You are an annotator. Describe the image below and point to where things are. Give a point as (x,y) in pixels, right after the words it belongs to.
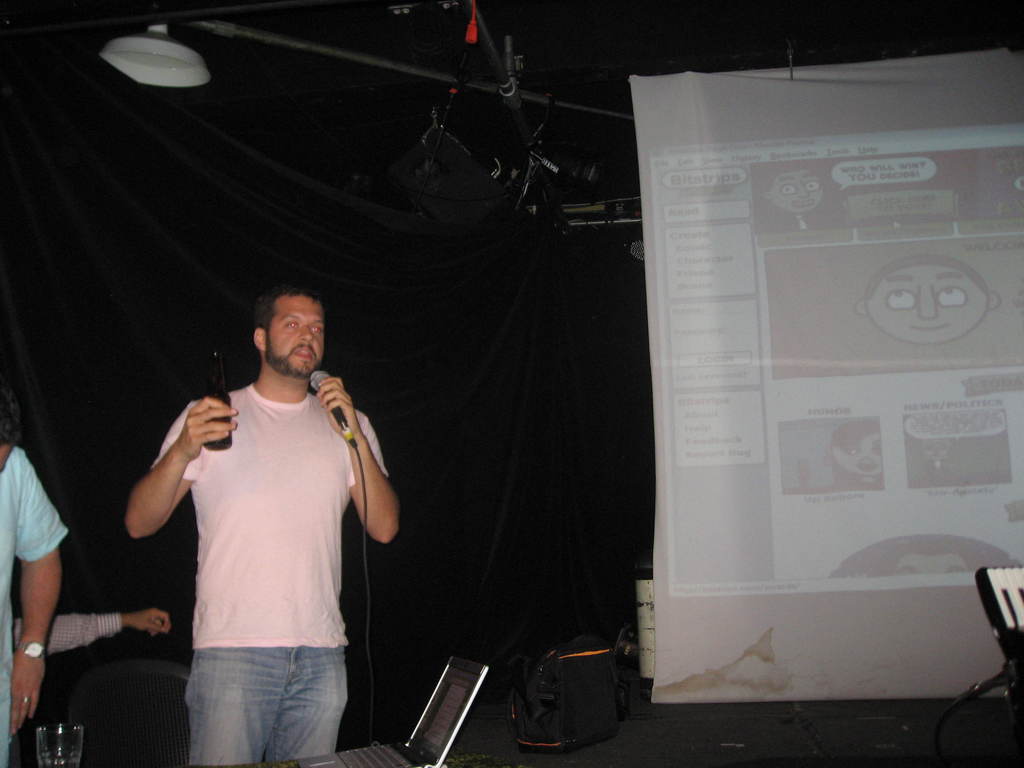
In this image, we can see a man (245,469) holding mic (342,418) and a bottle (224,440). At the bottom (330,756), there is a glass (61,751) and a laptop (444,739). On the right (998,620), we can see a keyboard (997,606). In the background (771,255), there is a banner (743,240) and some other people (40,596).
